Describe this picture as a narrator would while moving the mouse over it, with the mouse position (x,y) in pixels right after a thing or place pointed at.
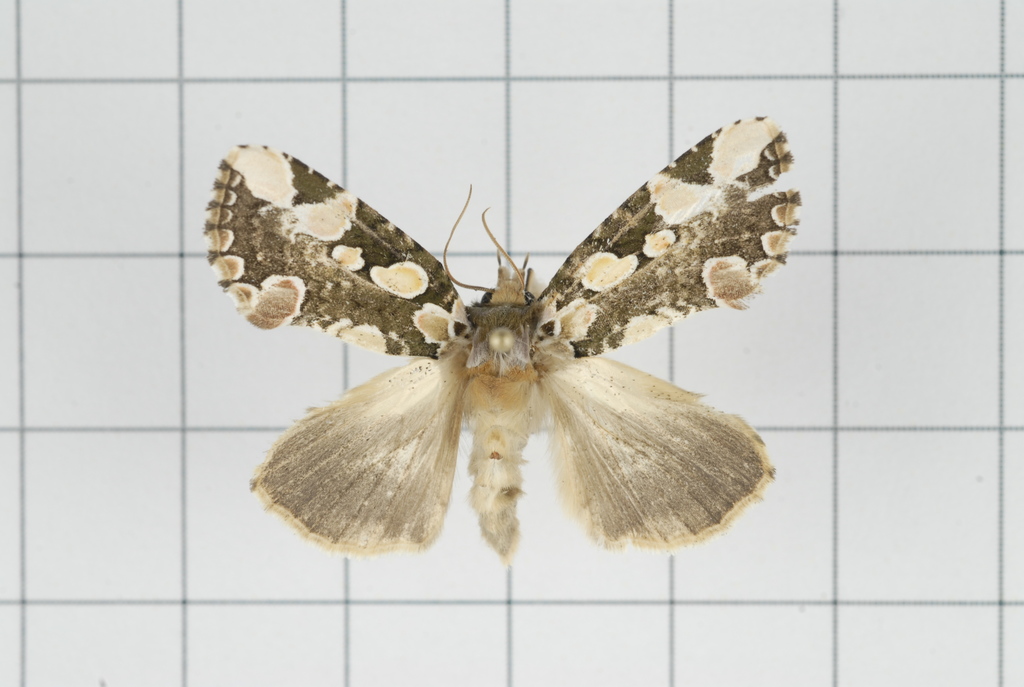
A butterfly (287,295) is highlighted in this picture. It is in white and ash color.
